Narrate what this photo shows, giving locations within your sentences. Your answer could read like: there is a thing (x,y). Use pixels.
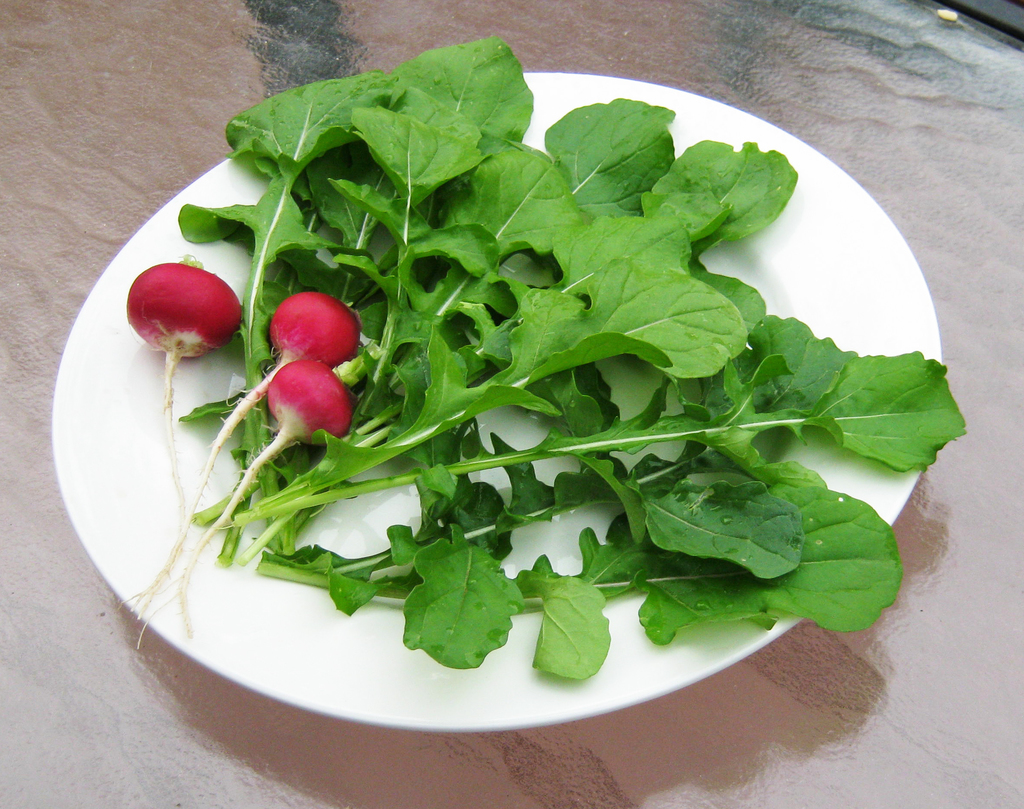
In this image there is a green leafy vegetables (467,314) and some other objects (282,427) in a plate (597,512) on a table (136,140).
